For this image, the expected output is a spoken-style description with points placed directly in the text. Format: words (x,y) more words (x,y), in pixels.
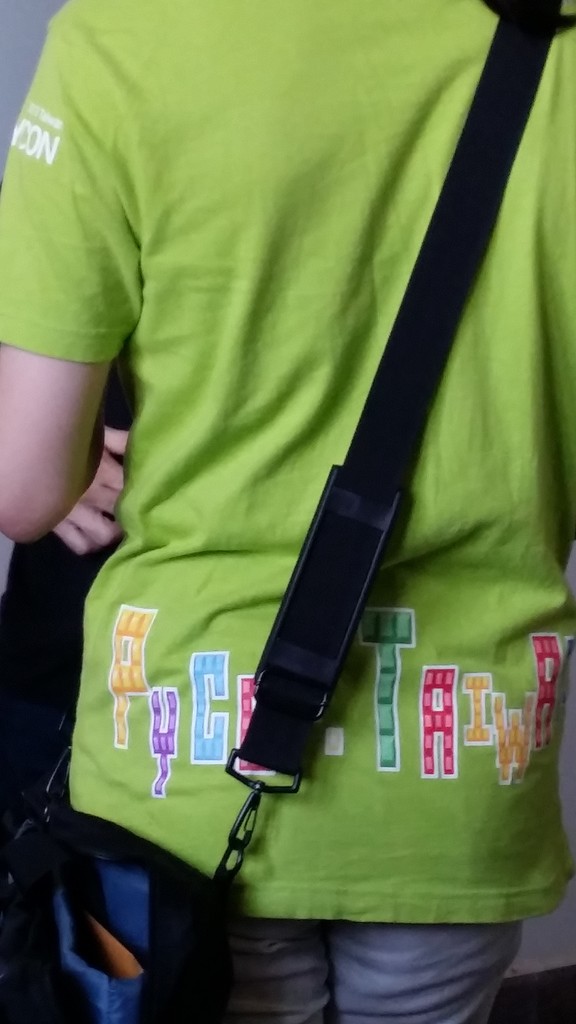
In the image there is a person (191,219) and there is a bag (70,896) around the shoulder (562,108) of the person (558,62).
